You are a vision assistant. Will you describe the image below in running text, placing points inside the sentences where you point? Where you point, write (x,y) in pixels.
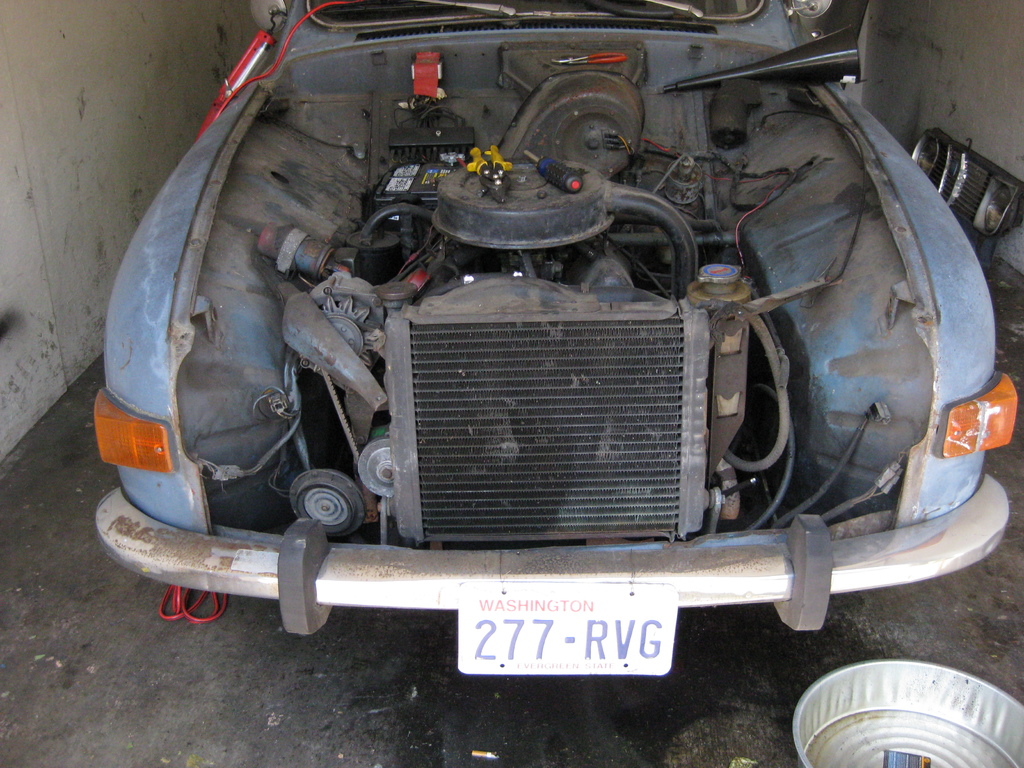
In this image there is a car (480,141). The bonnet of the car (447,40) is open. There are engines (440,211) and machines (527,203) in the car (519,205). At the bottom (539,630) there is a number plate (567,640) on the car (310,117). There is a plate (882,737) on the floor (699,752). Beside the car (577,72) there is a floor (914,651).
